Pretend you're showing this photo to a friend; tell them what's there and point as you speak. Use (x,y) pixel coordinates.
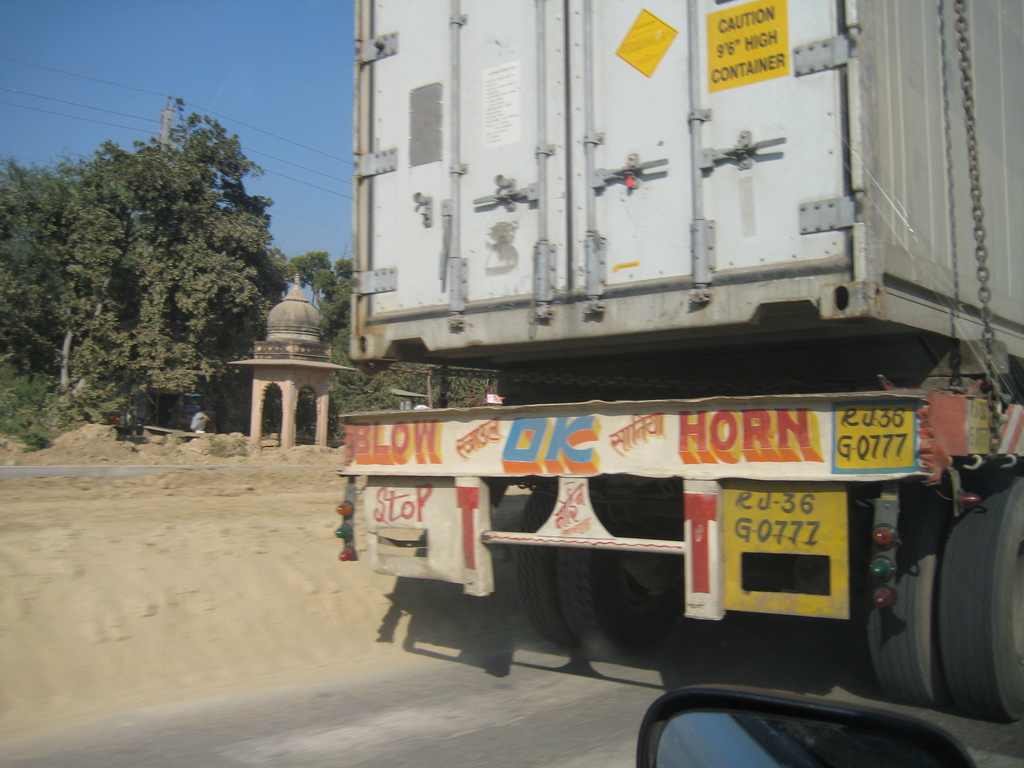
There is a white truck (705,222) which has blow ok horn written on it is on the road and there is a side mirror (801,728) and a vehicle (781,743) in the right corner (797,751) and there are trees (172,287) and wires (312,149) in the background (182,139).
